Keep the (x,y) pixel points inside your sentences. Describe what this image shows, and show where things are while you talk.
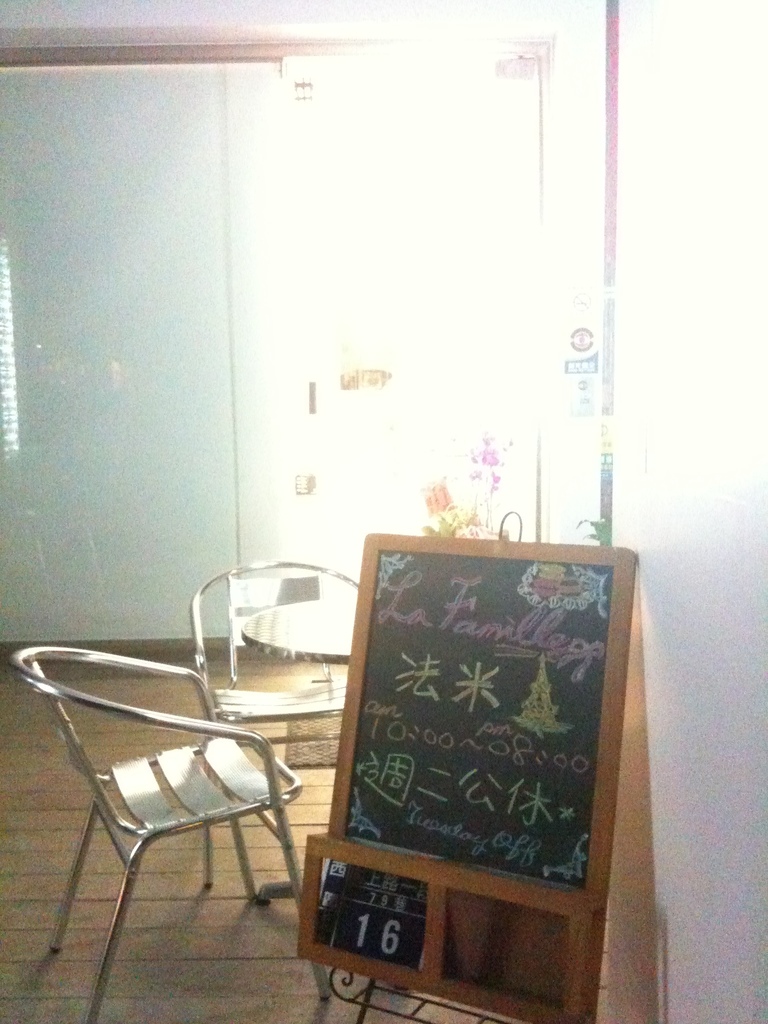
In this image I can see the brown colored floor (218,950), two chairs (200,801), a table (263,624) and a board (536,792) which is brown and black in color. In the background (180,235) I can see the wall (166,265) and the ceiling (307,25).
